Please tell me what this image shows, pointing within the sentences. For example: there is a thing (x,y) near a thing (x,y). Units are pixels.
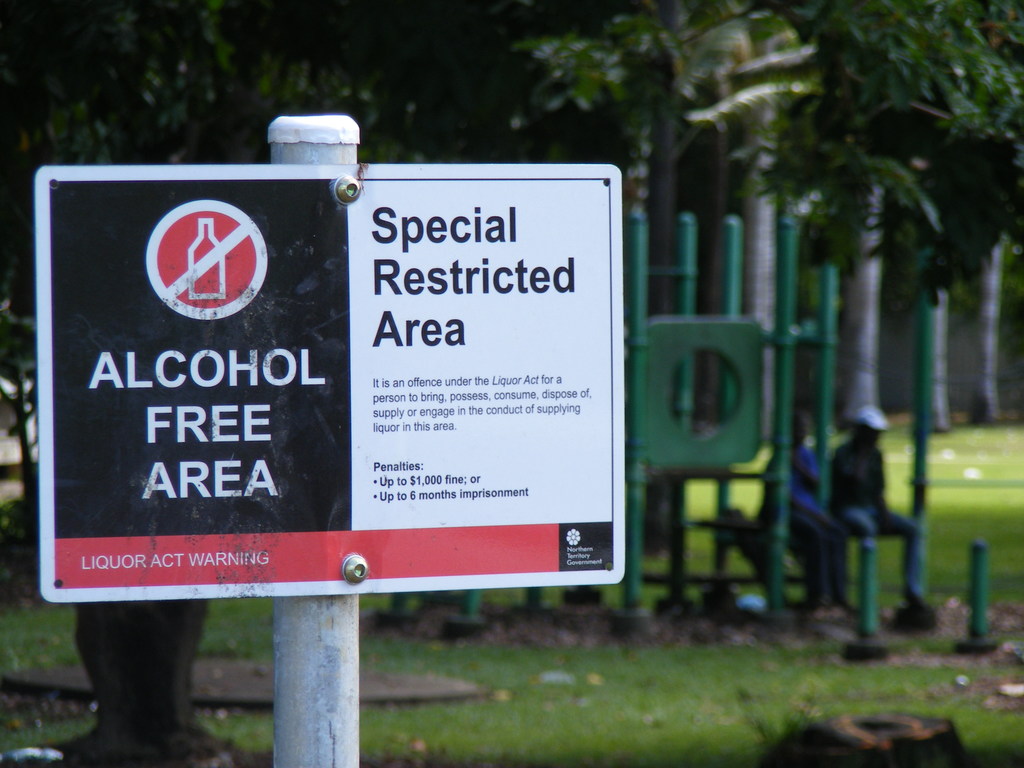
In this picture I can see there is a pole (336,763) with a precaution board (296,462) and there are two people (881,475) sitting, there is grass (762,677) and trees (721,83) in the backdrop (710,72) and it is blurred.
